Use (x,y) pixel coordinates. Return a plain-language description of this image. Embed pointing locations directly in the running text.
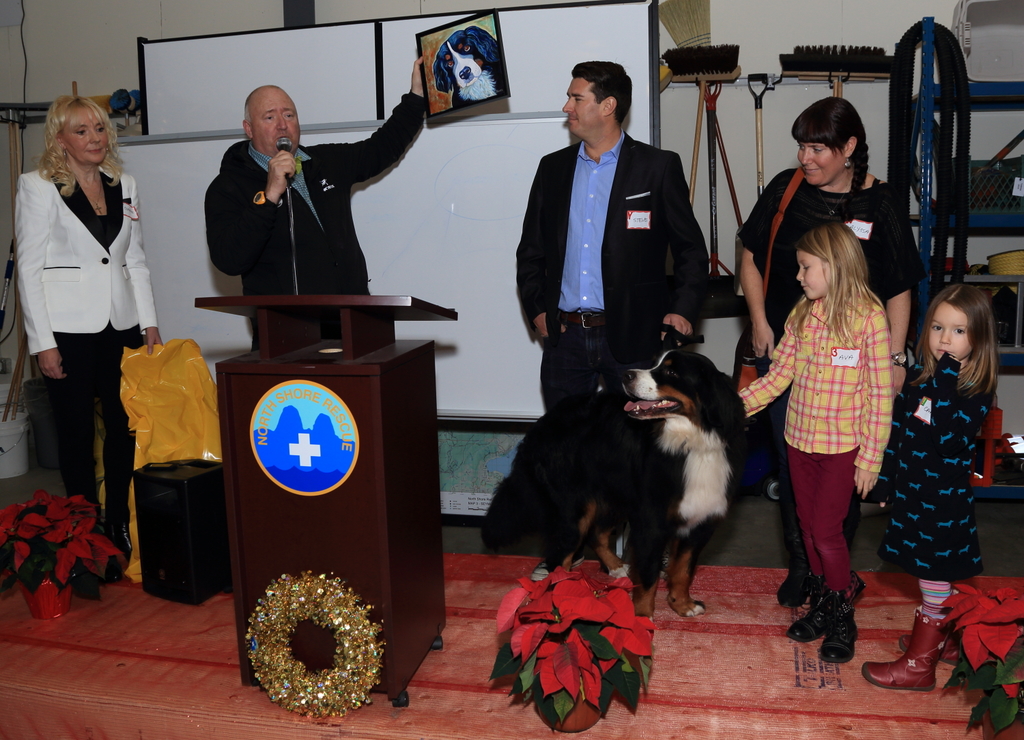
In this image I can see group of people (118,342) standing. In front (276,193) the person (335,193) is holding the frame (479,70) and the microphone (290,193) and I can see few flower pots (510,606), podium (286,358). In the background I can see few dust cleaning brushes (675,26) and few objects (515,176).
